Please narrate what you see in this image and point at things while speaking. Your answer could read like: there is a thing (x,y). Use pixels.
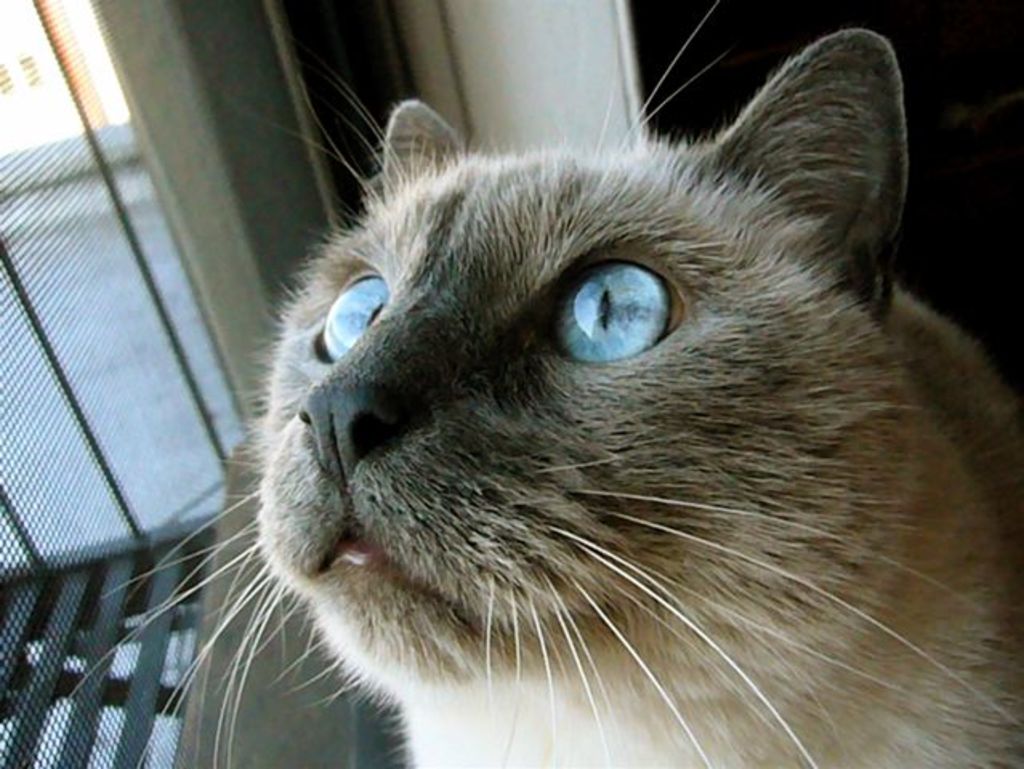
In this image I can see the cat (648,605) which is in cream and black color. In the background (92,308) I can see the wall (289,111) and the net window (52,291).
